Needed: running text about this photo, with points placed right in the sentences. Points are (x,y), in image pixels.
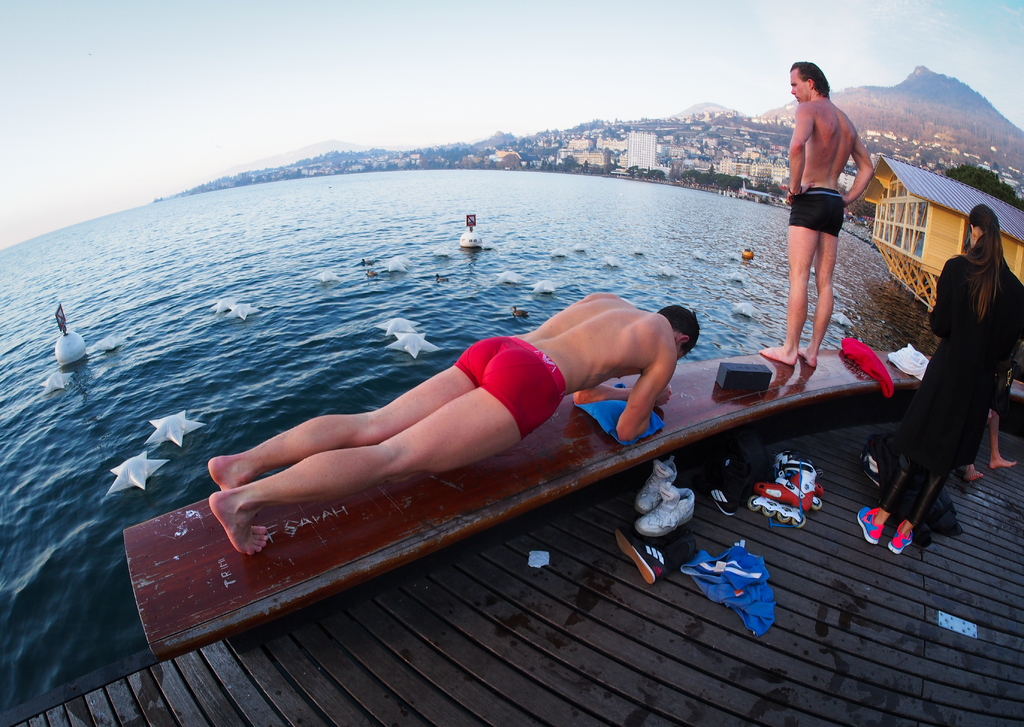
In front of the picture, we see a man (499,415) is exercising. Beside him, we see a man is standing on the bench (697,368). Behind him, we see a woman (946,410) is standing on the bridge (612,511). Beside her, we see clothes (740,556) and shoes (667,559) placed under the bench (585,415). In the middle of the picture (356,360), we see water (305,207) and this water (171,201) might be in the river (159,272). We see the star shaped objects (176,433) are placed in the water (325,369). On the right side (882,246), we see a building (878,207). There are trees (503,143), hills (549,154) and buildings (655,148) in the background (647,163). At the top (295,28), we see the sky (304,79).
